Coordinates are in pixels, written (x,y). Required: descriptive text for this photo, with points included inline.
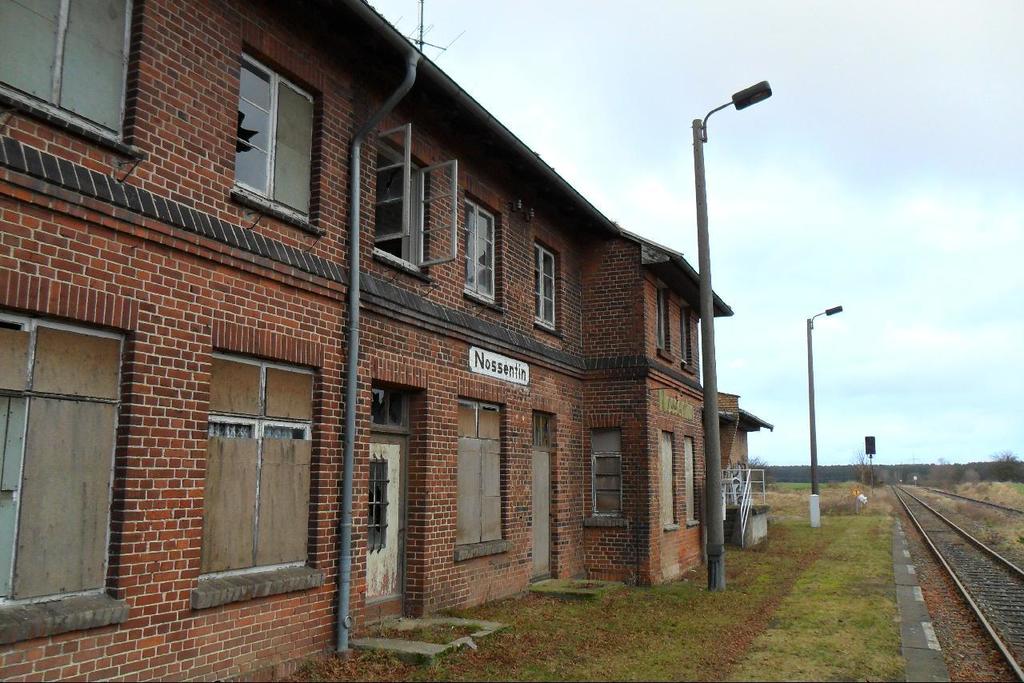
In this image on the left side (224,325) there are some buildings (532,401), poles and street lights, at the bottom (859,602) there is a grass (667,636) and railway track (968,530). In the background (969,477) there are some trees (881,472) and poles (817,470), and on the top of the image (752,77) there is sky (784,213).
